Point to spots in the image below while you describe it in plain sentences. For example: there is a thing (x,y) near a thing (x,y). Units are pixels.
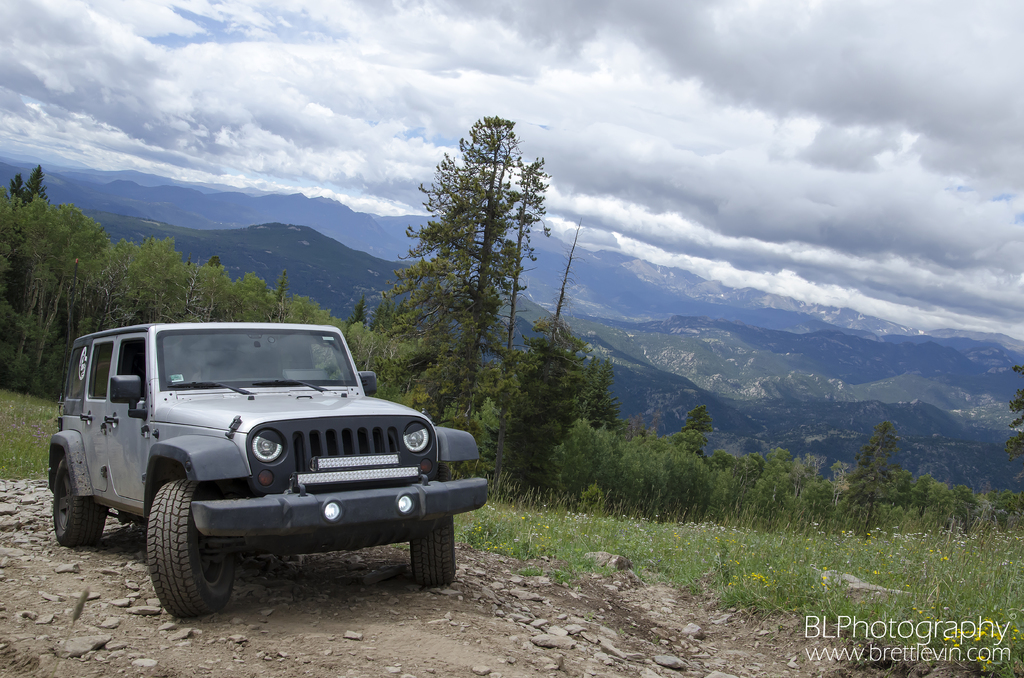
This is an outside view. On the left side (153,466) there is a vehicle (188,502) on the ground (291,635). On the right side (769,566), I can see the plants (787,531) along with the flowers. In the background (567,434) there are many trees (542,429) and mountains (703,359). At the top of the image (294,30) I can see the sky (295,32) and clouds (463,48). In the bottom right (897,644) there is some edited text (888,637).
